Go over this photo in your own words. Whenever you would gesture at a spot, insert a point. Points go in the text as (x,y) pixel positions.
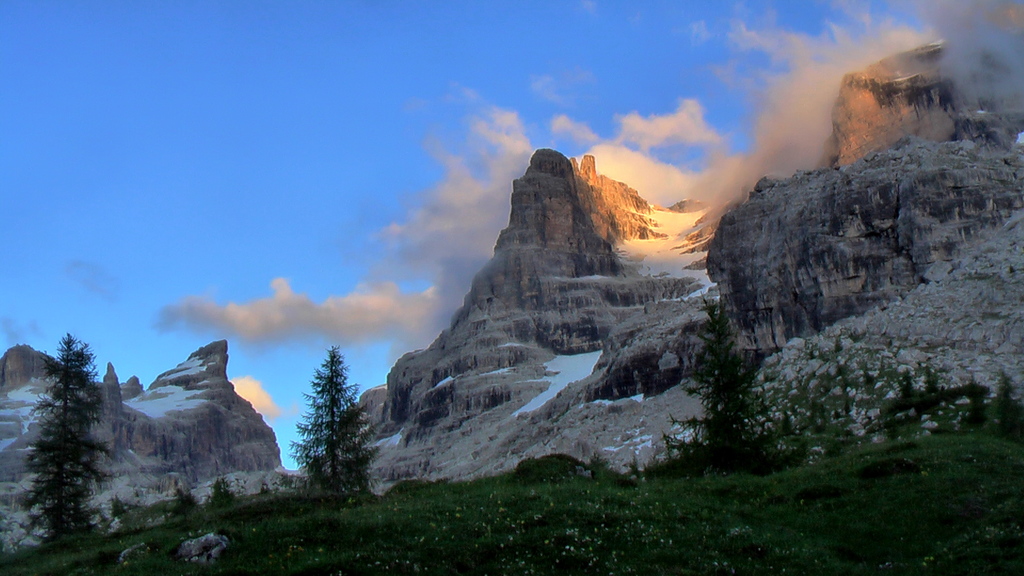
In this image there are trees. At the bottom of the image (635,501) there is grass (669,505) on the surface (715,507). There is snow (650,269) on the rocks (585,262). At the top of the image (630,140) there are clouds (331,330) in the sky (323,84).
